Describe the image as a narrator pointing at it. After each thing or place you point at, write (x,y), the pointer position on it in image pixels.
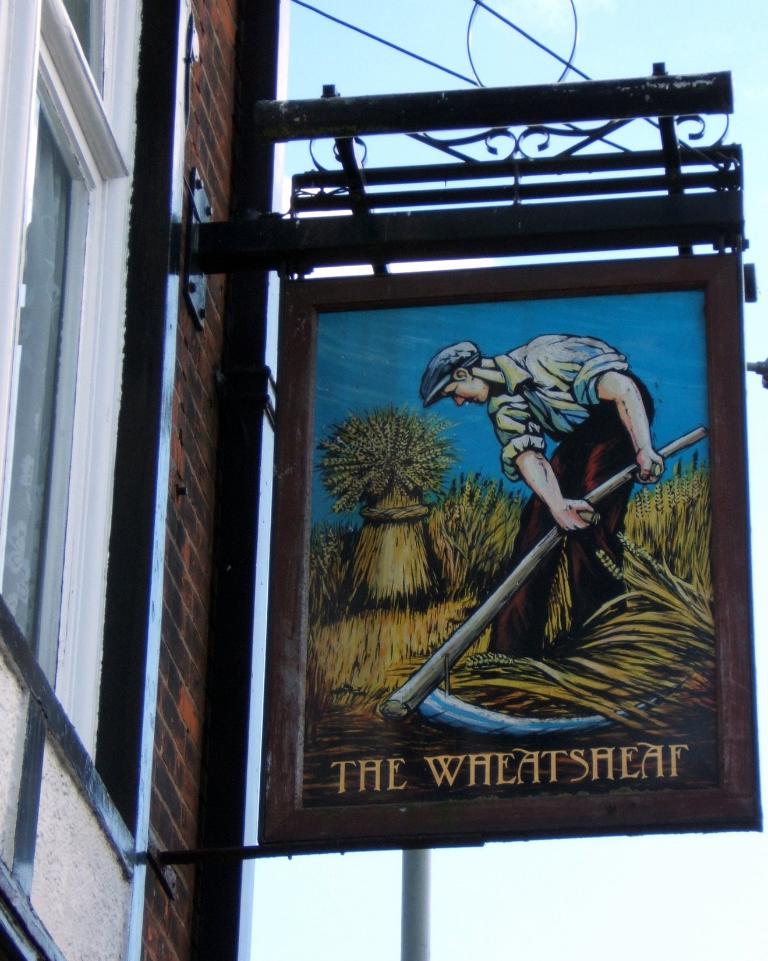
In the image we can see there is a building (154,207) and a hoarding (409,604) is attached to the building (86,789) on which there is a person (566,489) standing and holding a scythe (434,709) in his hand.
